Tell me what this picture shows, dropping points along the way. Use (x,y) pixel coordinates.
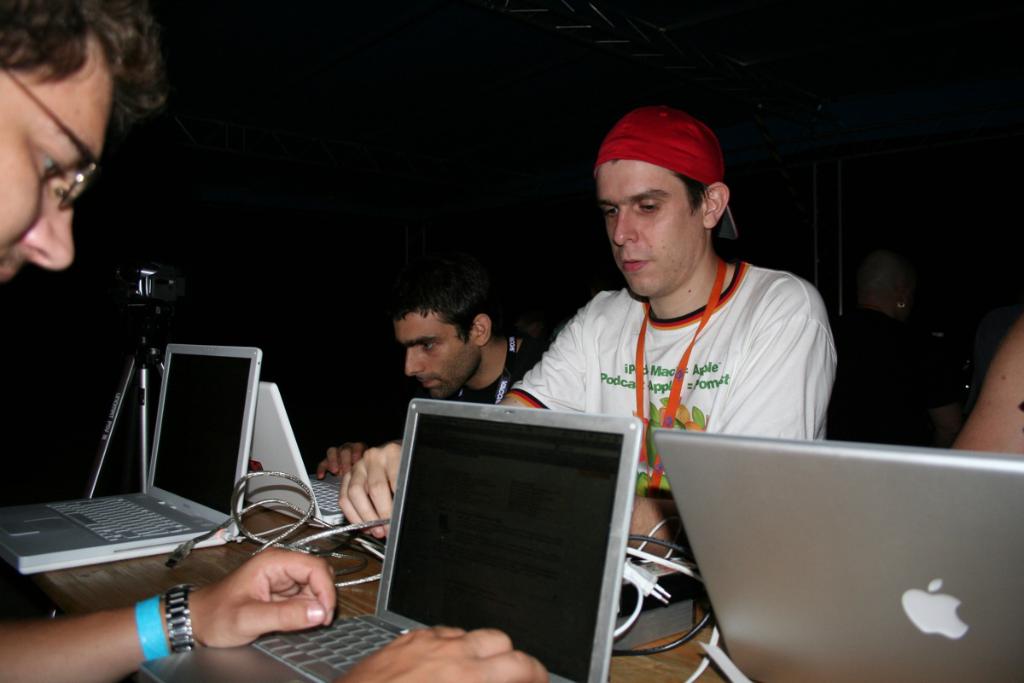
This is the picture taken in a room (506,138). It is dark. There are a group of people (712,374) sitting on chairs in front of these people (39,220) there is a table (649,674) on the table (131,592) there are laptops (559,570) and some cables (633,567). The man (706,372) in white t shirt (702,351) was wearing a hat (639,150). Behind the people (396,458) is in black color and there is a camera (159,275) on the tripod stand (151,351).
